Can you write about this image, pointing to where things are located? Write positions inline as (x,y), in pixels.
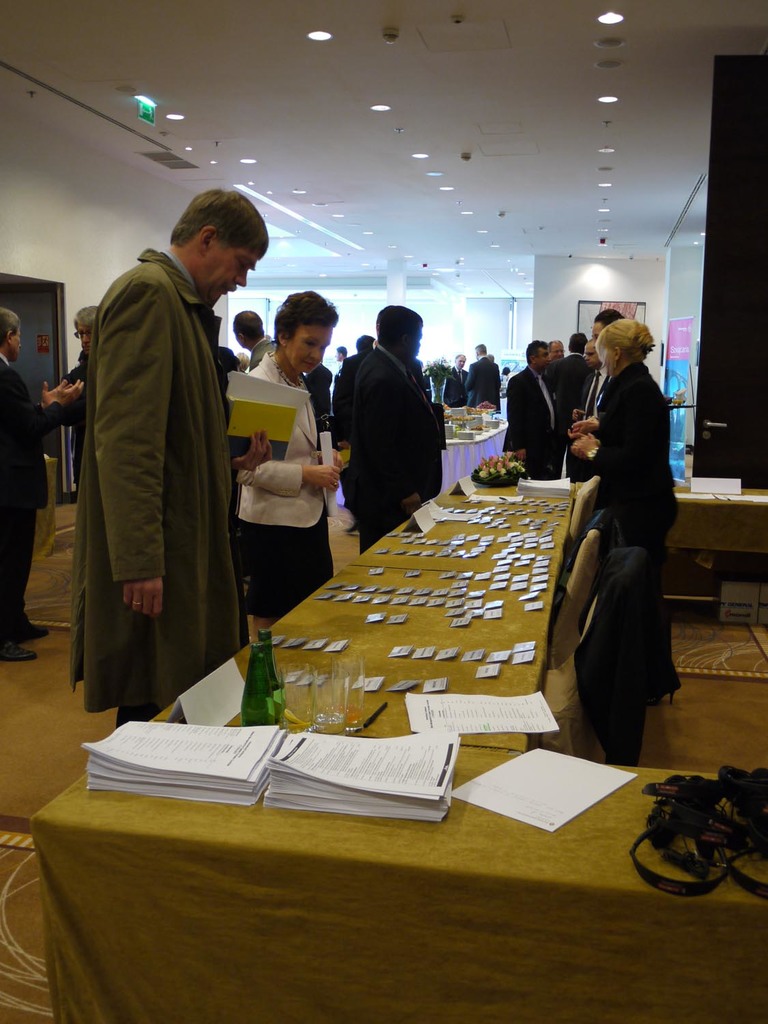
As we can see in the image there are few people (158,326) standing over here, white color wall (55,197) and a table (343,844). On table (347,840) there is a bottle (255,676) and papers (370,775).
